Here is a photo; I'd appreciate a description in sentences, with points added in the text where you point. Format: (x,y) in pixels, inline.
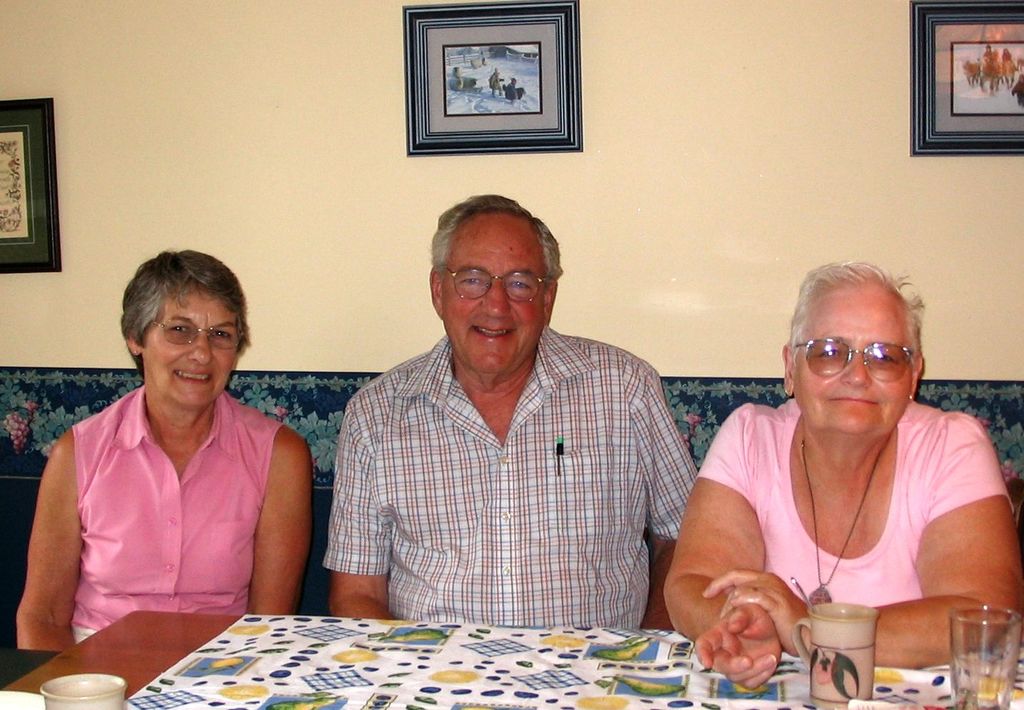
In this image we can see three people (173,409) sitting, in front of them there is a table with some objects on it, we can see the wall (336,313) with three different photo frames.
